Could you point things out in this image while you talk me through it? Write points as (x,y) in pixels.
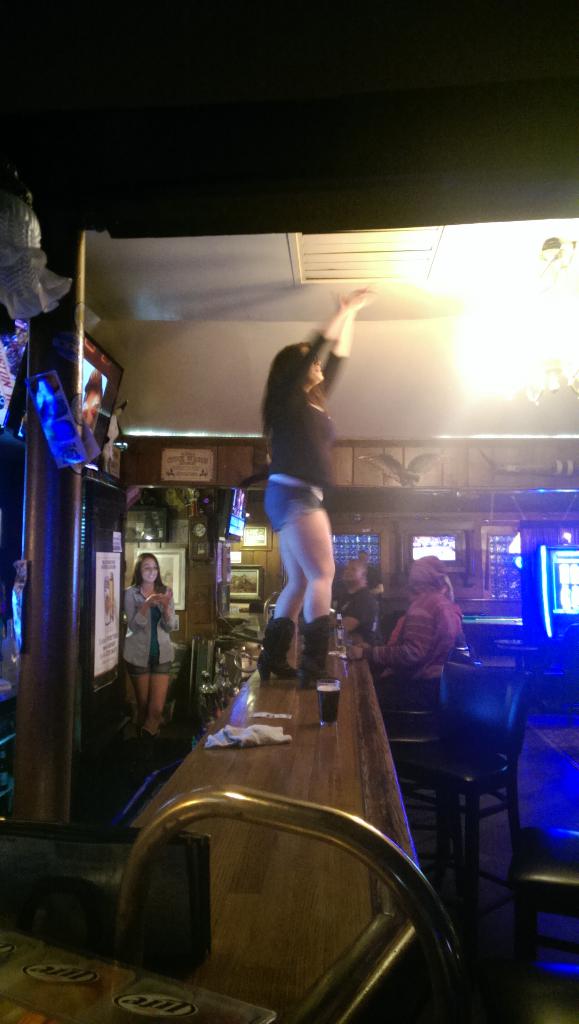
In the center of the image (305,634) we can see a lady (312,479) standing on the table (282,906). We can see a glass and a cloth (233,737) placed on the table (327,881). In the background (361,646) there are people (437,566) and chairs (439,767). There are lights (560,376) and boards (104,642) placed on the wall (90,584).
